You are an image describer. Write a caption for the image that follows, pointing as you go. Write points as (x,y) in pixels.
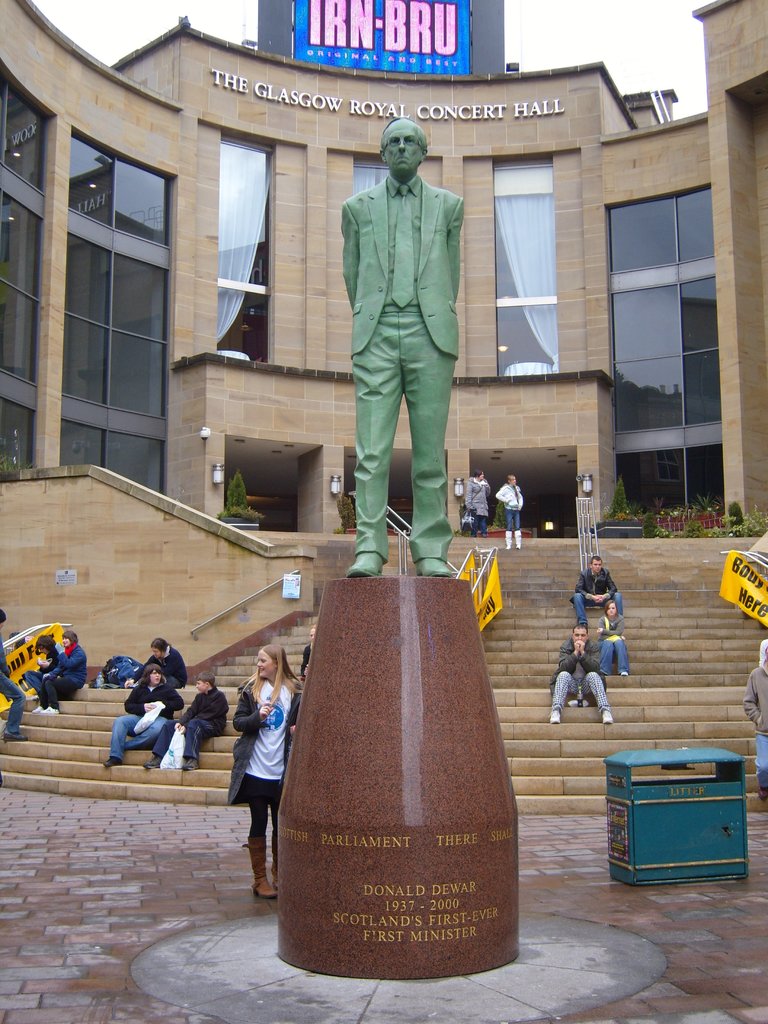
In this picture I can see in the middle (323,621) there is a statue (435,492), few persons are sitting on the stairs (637,729). In the background (576,375) there is a building (492,426). At the top (610,35) there is the sky (615,54).
